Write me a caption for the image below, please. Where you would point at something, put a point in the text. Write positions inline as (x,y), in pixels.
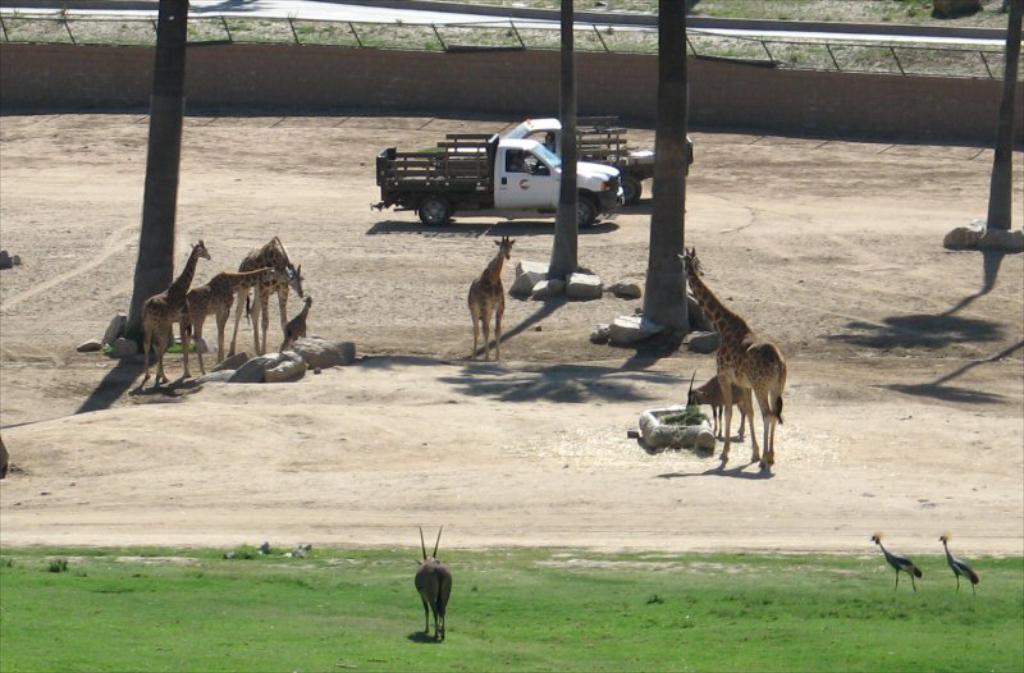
In the center of the image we can see animals (205,288). On the right (888,556) there are birds (965,570). At the bottom (347,652) there is grass (500,639). In the background (399,85) there are trees (168,17), vehicles (581,163) and a wall (408,74).
